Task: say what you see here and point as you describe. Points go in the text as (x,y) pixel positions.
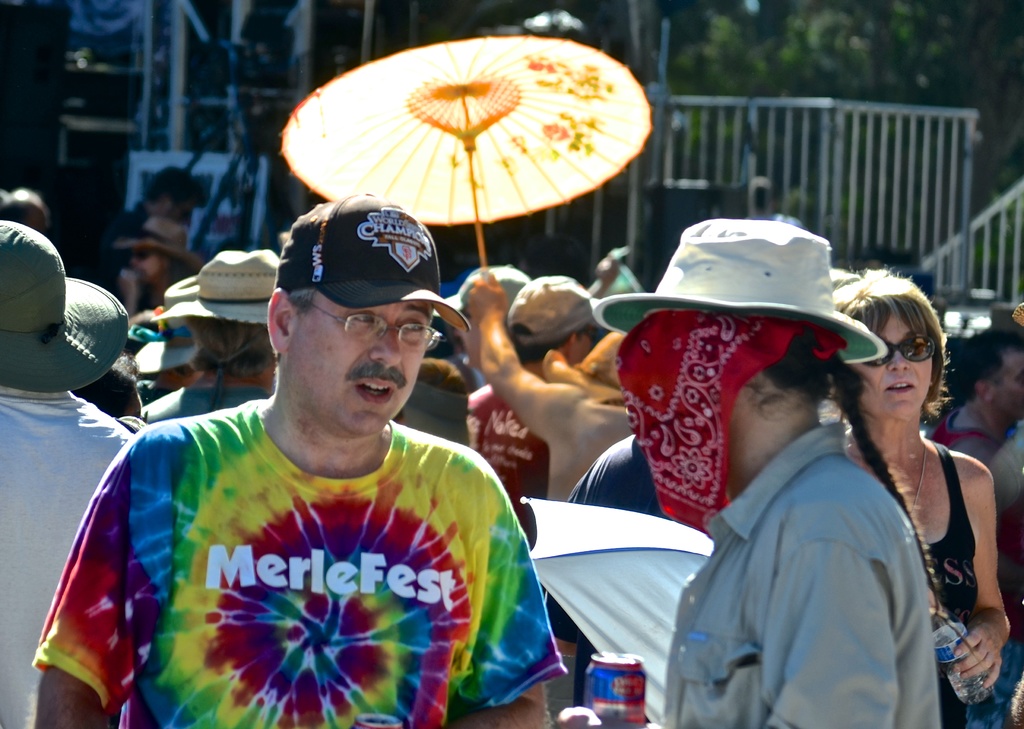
In this image I can see group of people (417,388) standing. In front (371,642) the person (335,657) is wearing multi color shirt (335,655) and the other person (525,380) is holding an umbrella (527,151). In the background (809,180) I can see the railing (715,100) and few trees (817,56) in green color.
